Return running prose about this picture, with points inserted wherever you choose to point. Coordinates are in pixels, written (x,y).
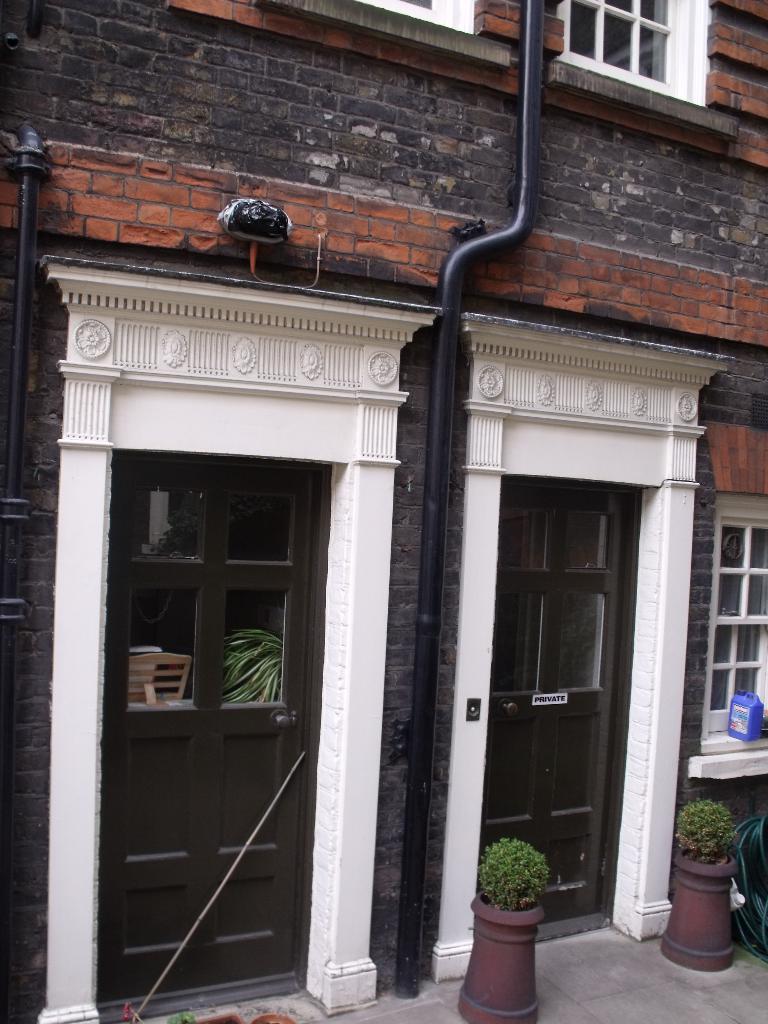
Here in this picture we can see windows (730,649) and doors (516,697) present on the building (384,560) over there and in the middle (432,515) we can see a pipe (532,62) present and in the front (711,839) we can see plants (536,861) present over there.
